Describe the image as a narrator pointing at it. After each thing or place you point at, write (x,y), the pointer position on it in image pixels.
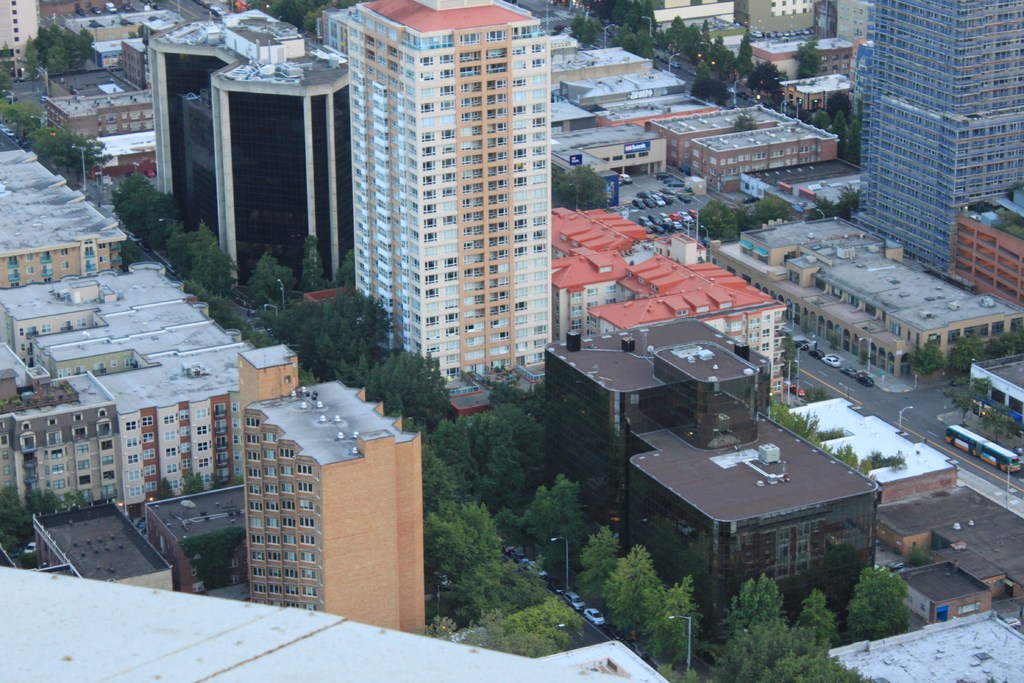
In this image we can see so many buildings (683,492), trees (645,582) and cars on road (835,394).
